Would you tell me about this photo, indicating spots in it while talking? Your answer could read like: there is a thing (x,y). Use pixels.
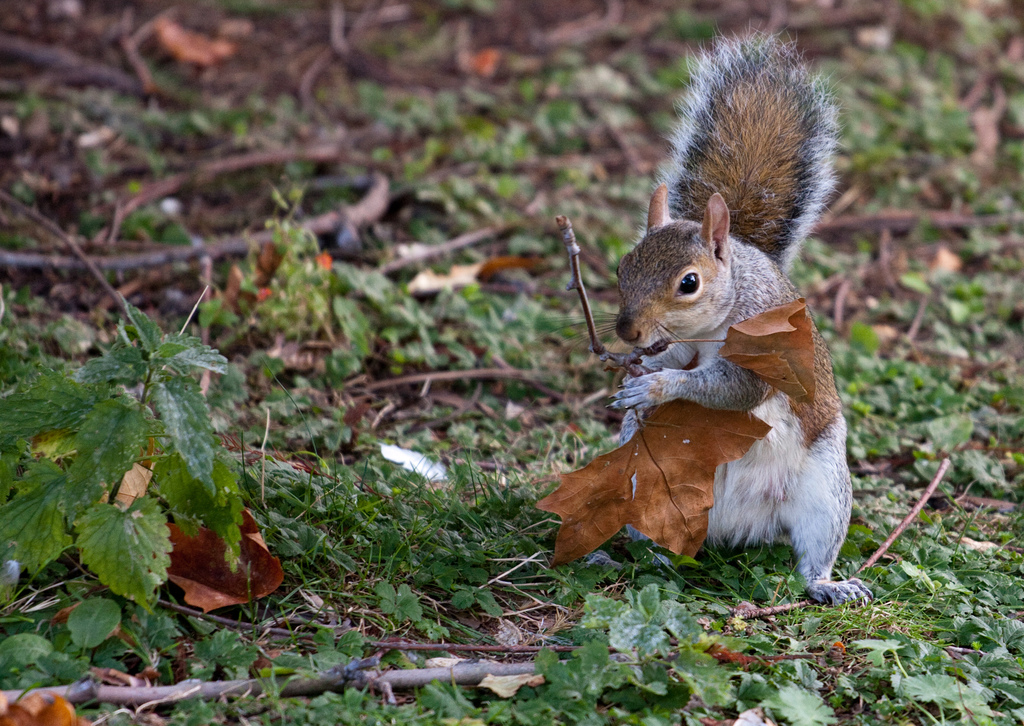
In this picture we can see a squirrel (773,486) holding a leaf (656,483) in its hands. There are some plants (13,643) on the ground (370,234).
